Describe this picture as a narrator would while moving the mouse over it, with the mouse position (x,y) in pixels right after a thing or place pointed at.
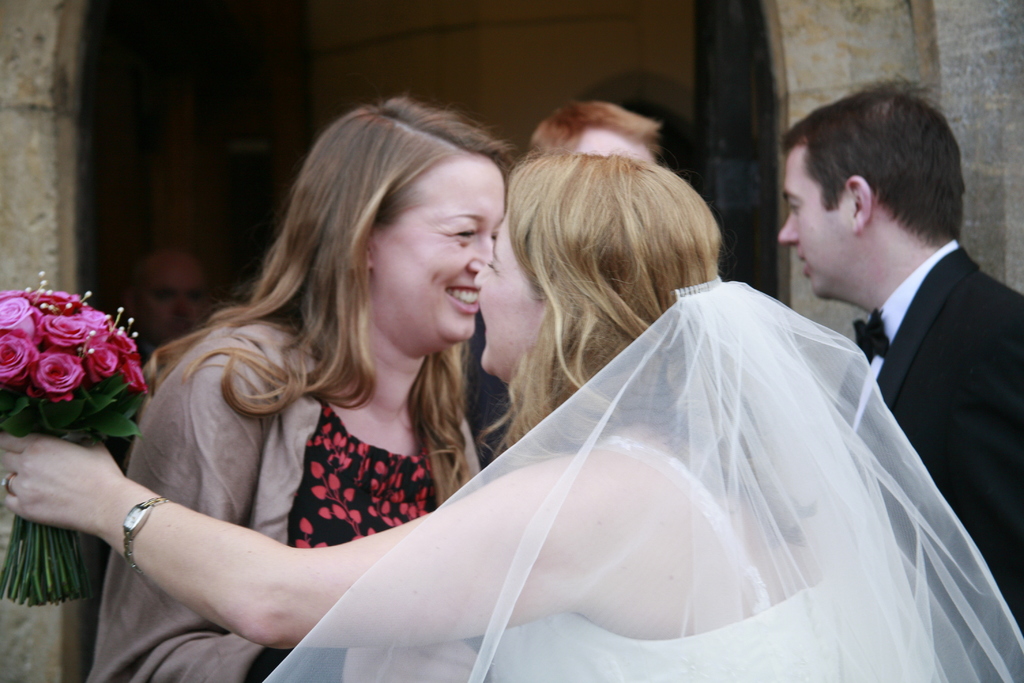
In the image we can see there are people (537,477) wearing clothes (709,469) and the two women (398,423) are smiling. Here we can see flower bouquet (30,345), finger ring (5,489) and a wrist watch (143,509). Here we can see a stone wall (924,54).
